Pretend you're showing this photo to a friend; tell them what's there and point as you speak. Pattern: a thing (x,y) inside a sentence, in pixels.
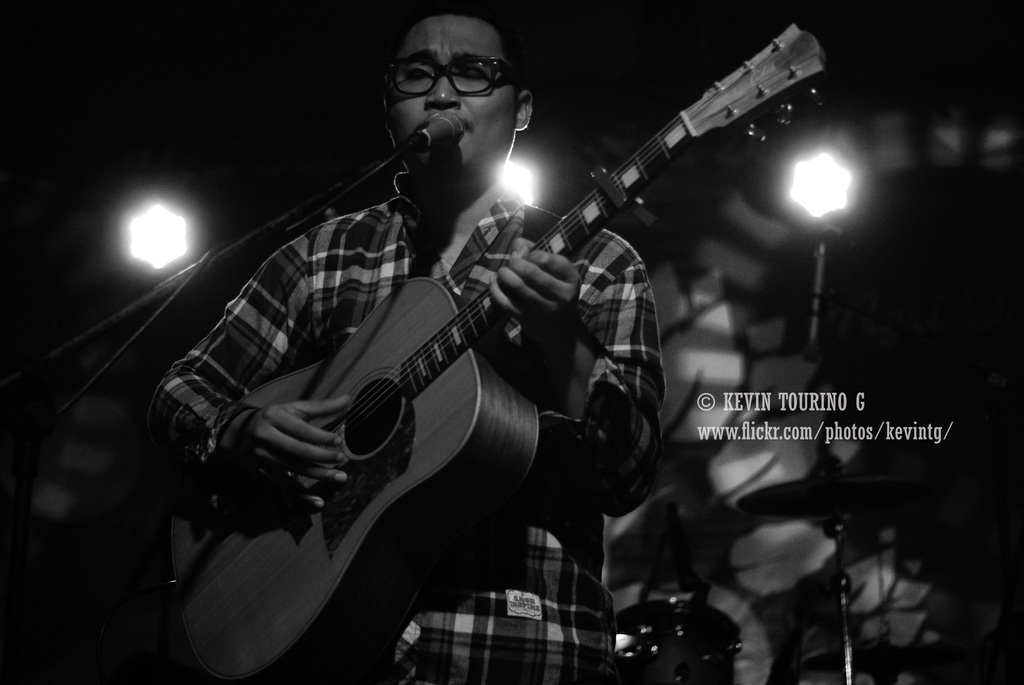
Here we can see a man (486,104) standing, playing guitar (576,234) and singing on the microphone (427,128). He wore glasses (474,73) and he closed his eyes (417,78). In the background (145,231) we can see 3 lights (180,221) and musical instruments (821,501).
